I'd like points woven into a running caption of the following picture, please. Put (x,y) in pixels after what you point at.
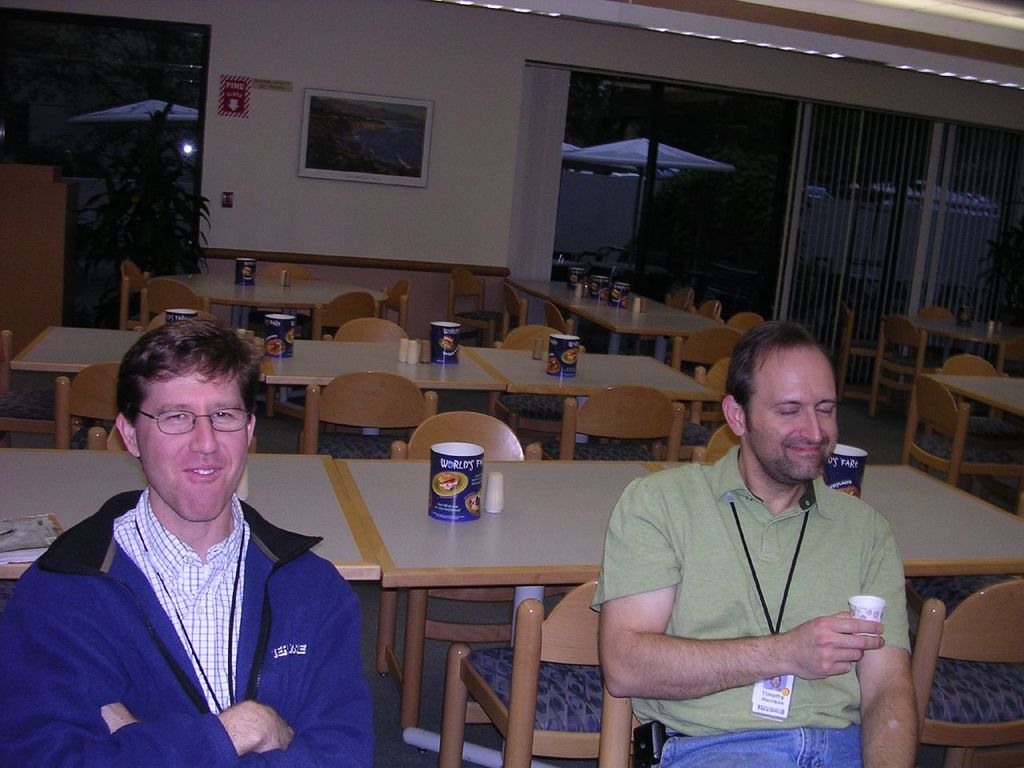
2 men (698,602) are sitting in the chairs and smiling behind them there are tables (432,540) chairs (426,410).
